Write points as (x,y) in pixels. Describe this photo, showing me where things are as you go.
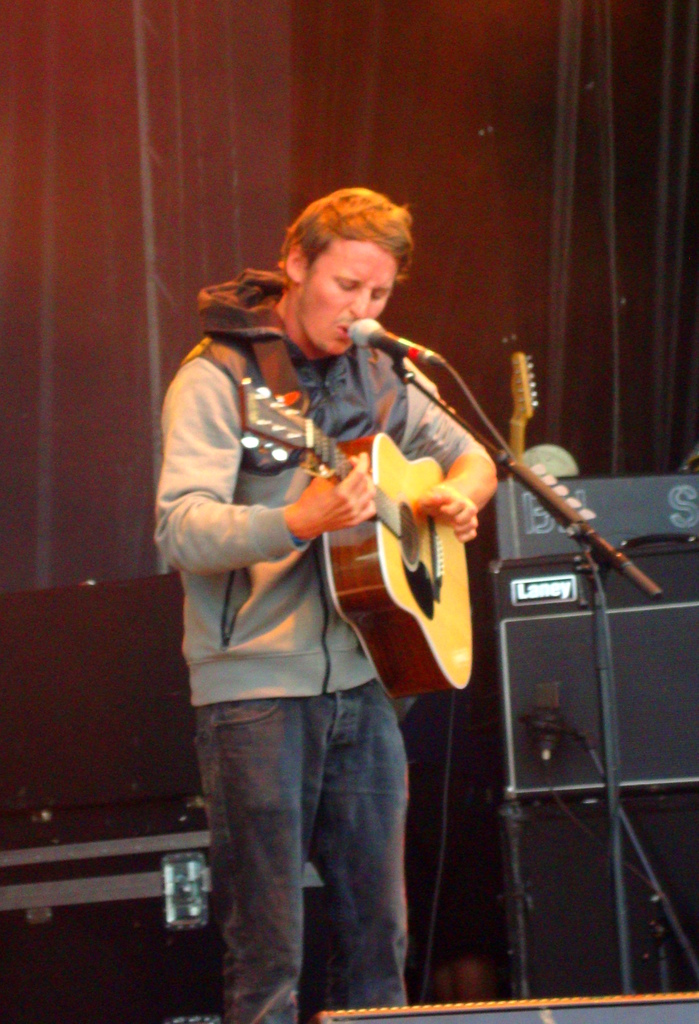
In the middle of the image (427,399) a man (210,375) is standing and playing guitar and singing in the microphone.
